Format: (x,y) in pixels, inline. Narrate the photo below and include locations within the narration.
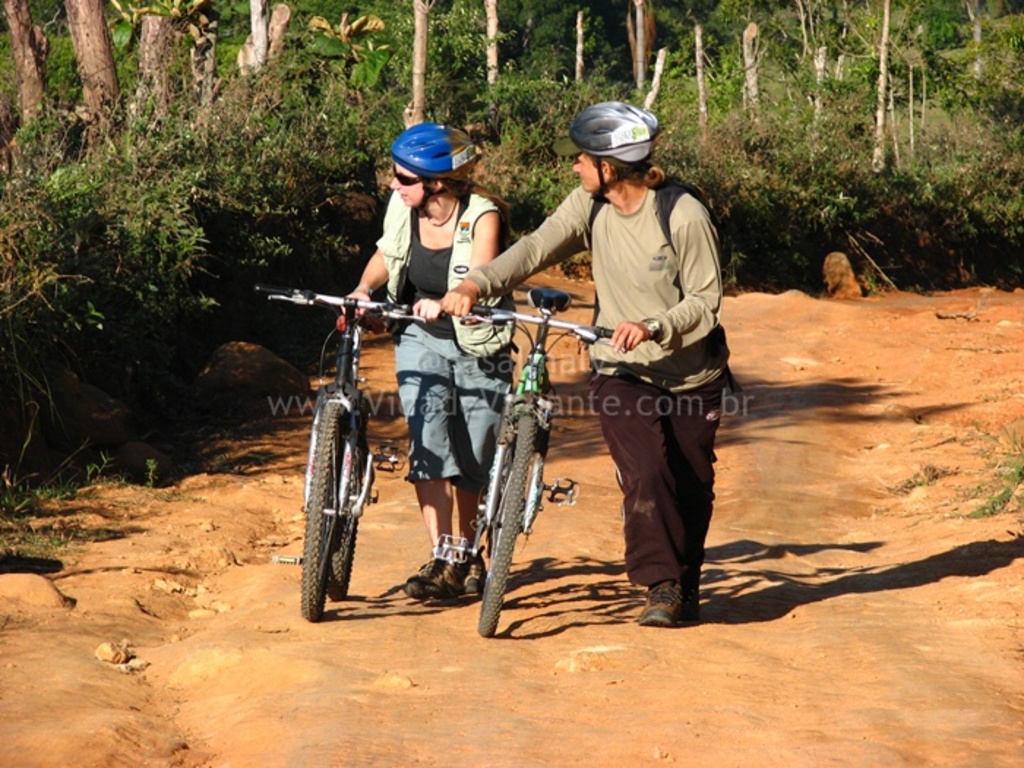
There are two persons (424,143) wearing helmets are holding cycles (543,448) and walking on a mud road (513,720). In the background (336,115) there are trees (534,71) and plants (497,104).
